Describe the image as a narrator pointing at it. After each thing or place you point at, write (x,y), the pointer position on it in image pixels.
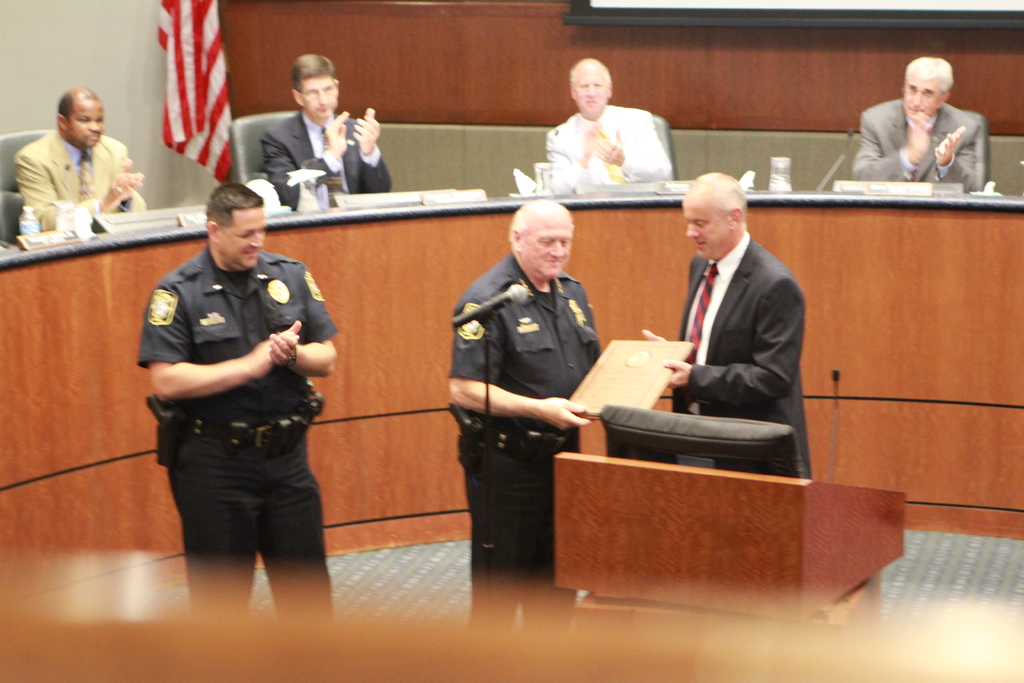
In this image there is a person (733,296) wearing suit (763,286) and tie (686,360) is presenting a shield (637,377) to a person (509,398) wearing a black uniform (535,354). Before him there is a mike stand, beside it there is a podium (890,538) having a mike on it. Left side (207,482) there is a person (211,399) wearing a black uniform (199,471) is standing and clapping his hands (273,350). Behind him there is a desk (882,328) having bottles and few objects (23,244) on it. Few persons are sitting on the chairs (980,122). Top of image (199,23) there is a flag (184,155). Right top there is a display screen (976,21).
